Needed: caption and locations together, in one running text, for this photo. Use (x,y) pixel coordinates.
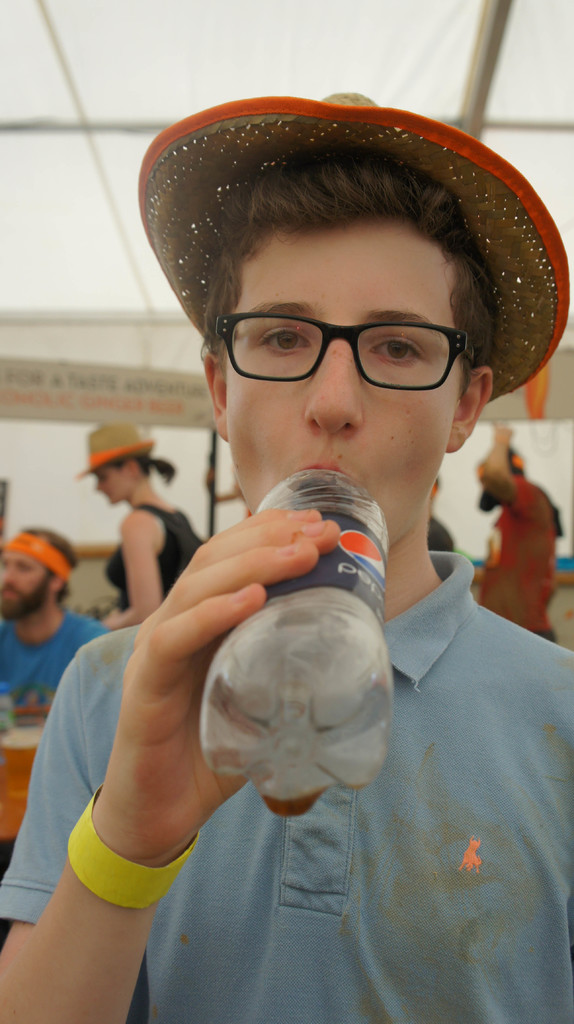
In the image we can see there is a man (293,533) who is holding a pepsi bottle (347,544) in his mouth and behind him there are lot of people (136,513) and the man (73,1002) is wearing a cap (240,159).
